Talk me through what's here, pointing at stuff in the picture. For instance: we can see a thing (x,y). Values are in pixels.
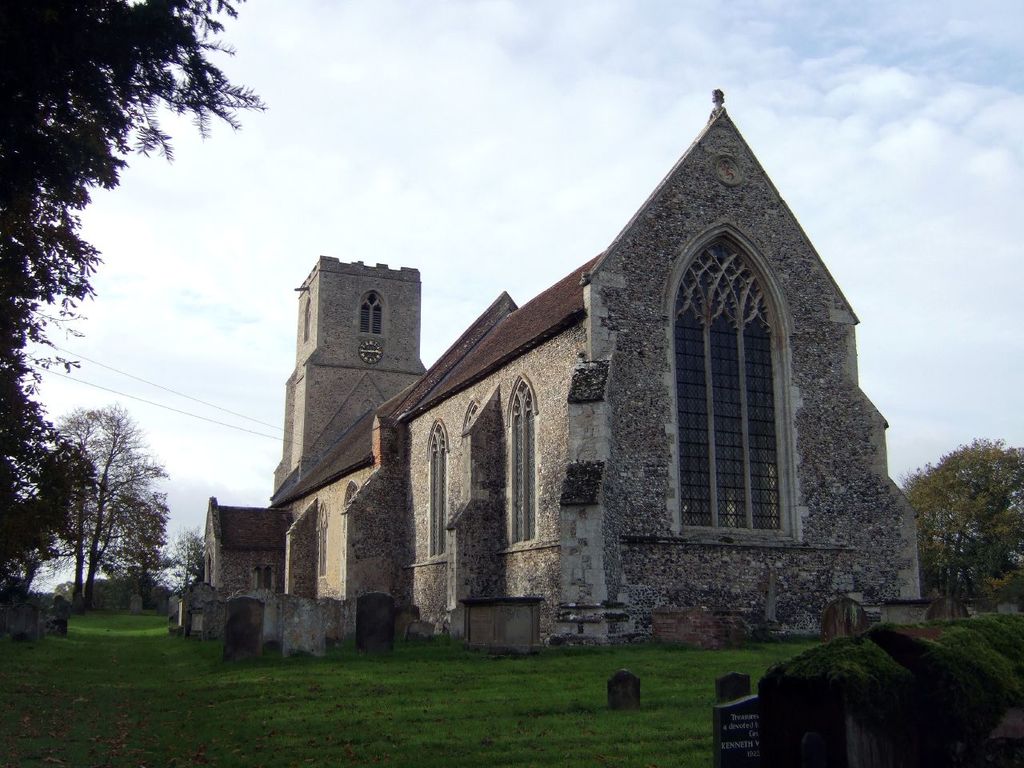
In this image there is a monument (638,511) and there are trees (120,546) visible in this image. At the top (592,106) there is sky (635,86) with clouds (547,82) and at the bottom (204,727) there is grass (211,697).
